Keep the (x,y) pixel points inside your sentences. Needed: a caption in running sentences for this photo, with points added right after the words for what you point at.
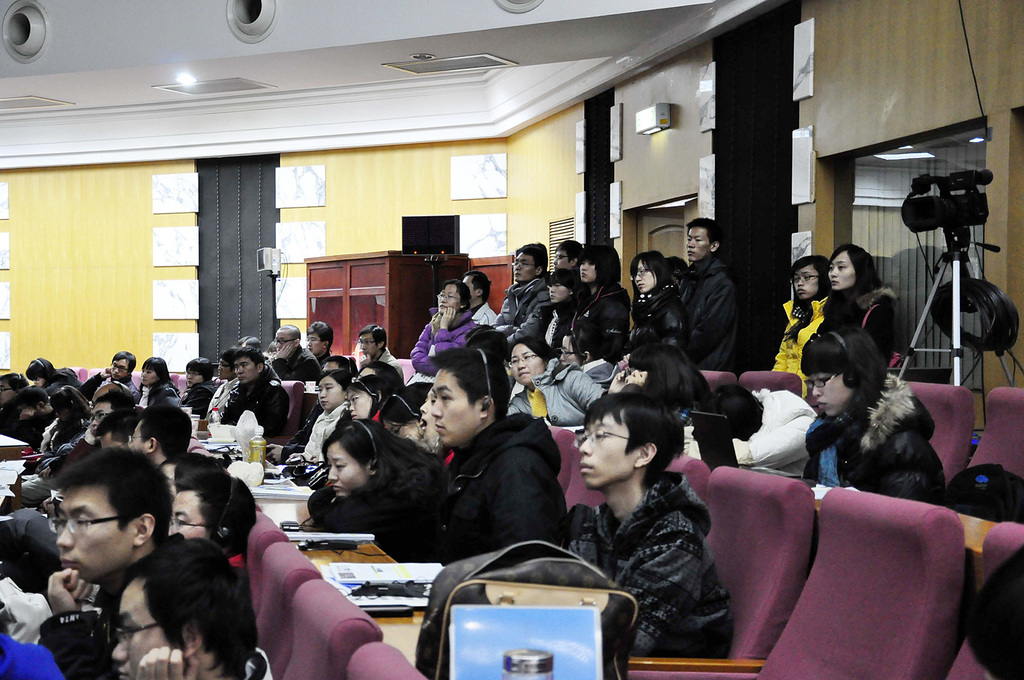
In this image we can see a group of persons (501,358) sitting on chairs (731,552). There are group of objects (340,580) on the table (411,640). On the right side (877,125), we can see a video camera (915,205) with a stand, wall (820,115) and a door (667,238). Behind the persons (708,220) we can see charts (498,167) on the wall (139,288) and a cupboard (368,294). At the top (374,18) we can see the roof (253,57) with AC vents (485,59).
